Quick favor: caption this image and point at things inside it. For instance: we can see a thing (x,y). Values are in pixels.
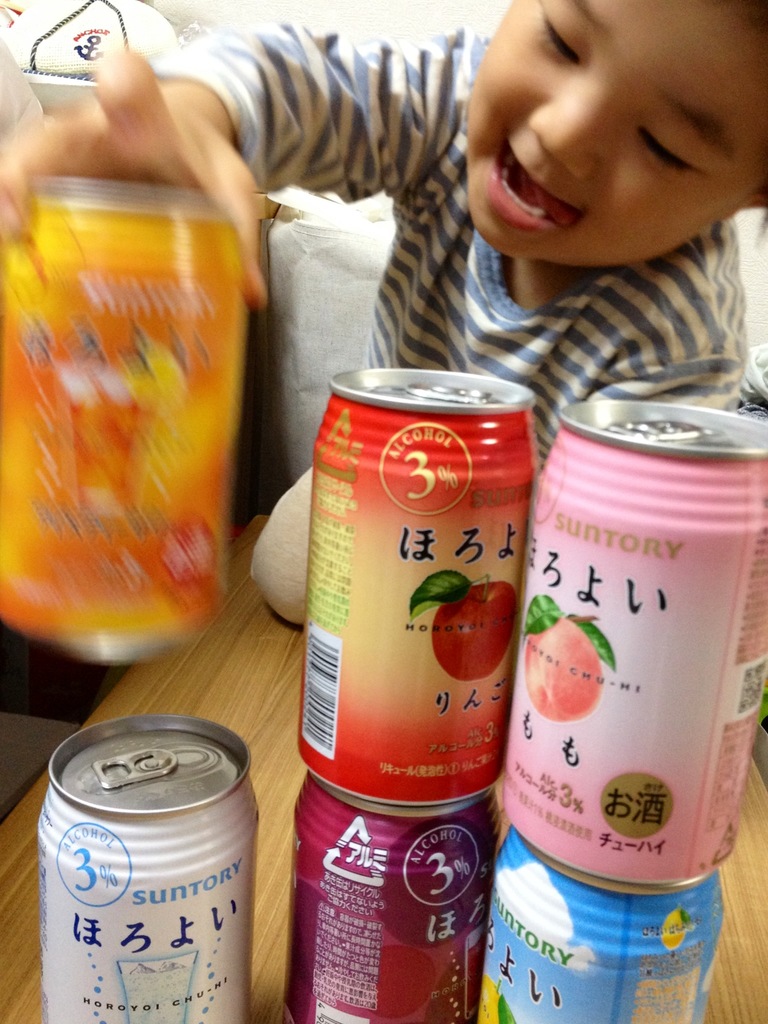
In this image we can see a boy (572,317) is sitting on the wooden surface (248,680) and arranging cans (325,714). At the top left of the image (78,38), one cloth (85,33) is there.
